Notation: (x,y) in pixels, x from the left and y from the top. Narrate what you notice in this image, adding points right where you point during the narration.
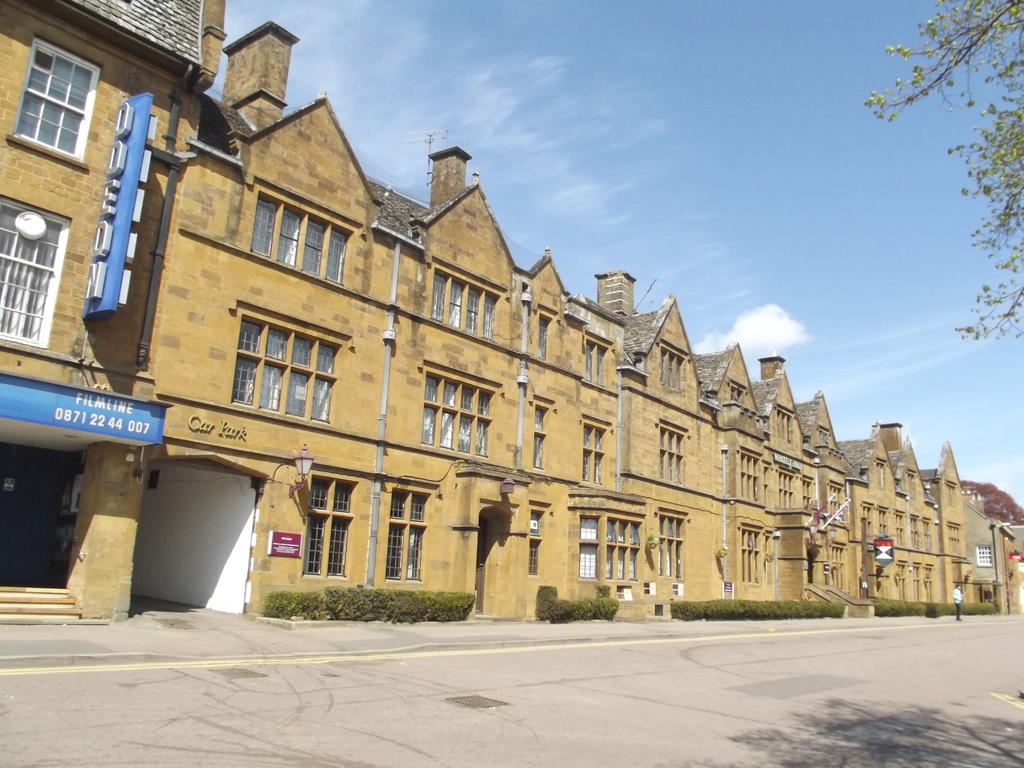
In this image I can see a road (725,650) in the front (874,701) and in the background (838,573) bushes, few buildings (643,513) and few boards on these buildings (547,487). I can also see something is written on these buildings (669,491). In the background (693,166) clouds (521,110) and the sky (695,140). On the right side of this image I can see a person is standing on the road (1005,635) and on the top right side (933,23) I can see leaves (974,5) of a tree (991,16).
